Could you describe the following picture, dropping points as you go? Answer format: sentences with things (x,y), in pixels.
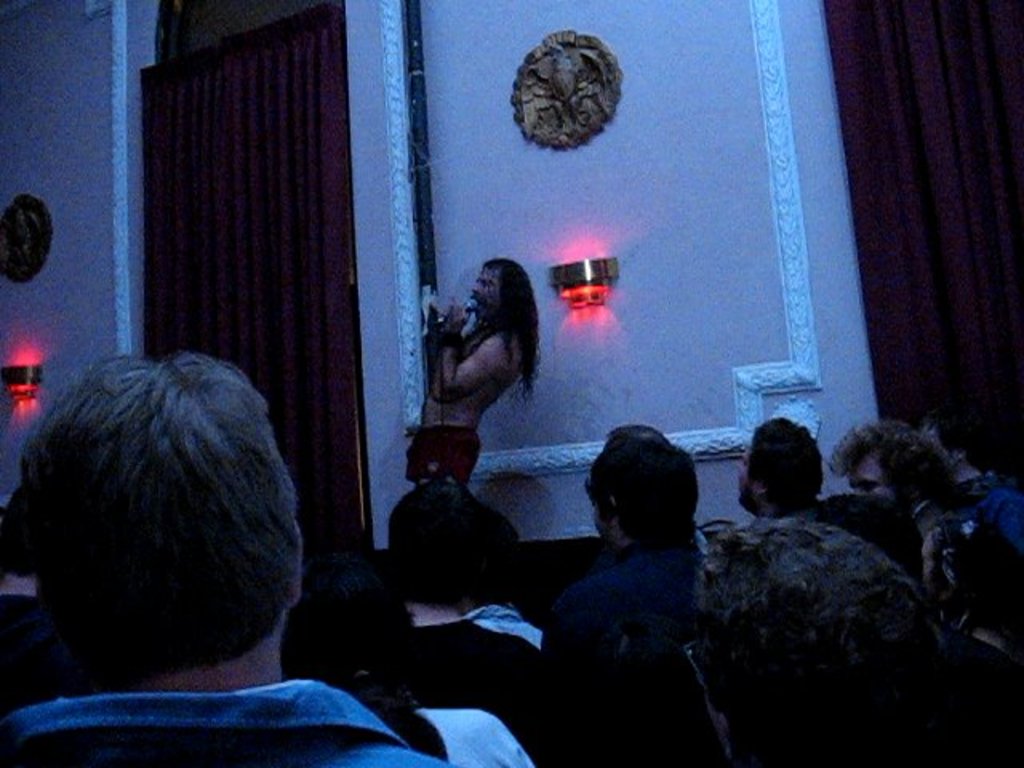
In the foreground of the picture (329,606) there are people (443,628) standing. In the center of the picture (482,369) there is a man (458,343) holding a mic (472,319). In the background (221,205) there are curtains (1012,166), light (593,276), frames (23,237) and wall (617,143) painted white.
